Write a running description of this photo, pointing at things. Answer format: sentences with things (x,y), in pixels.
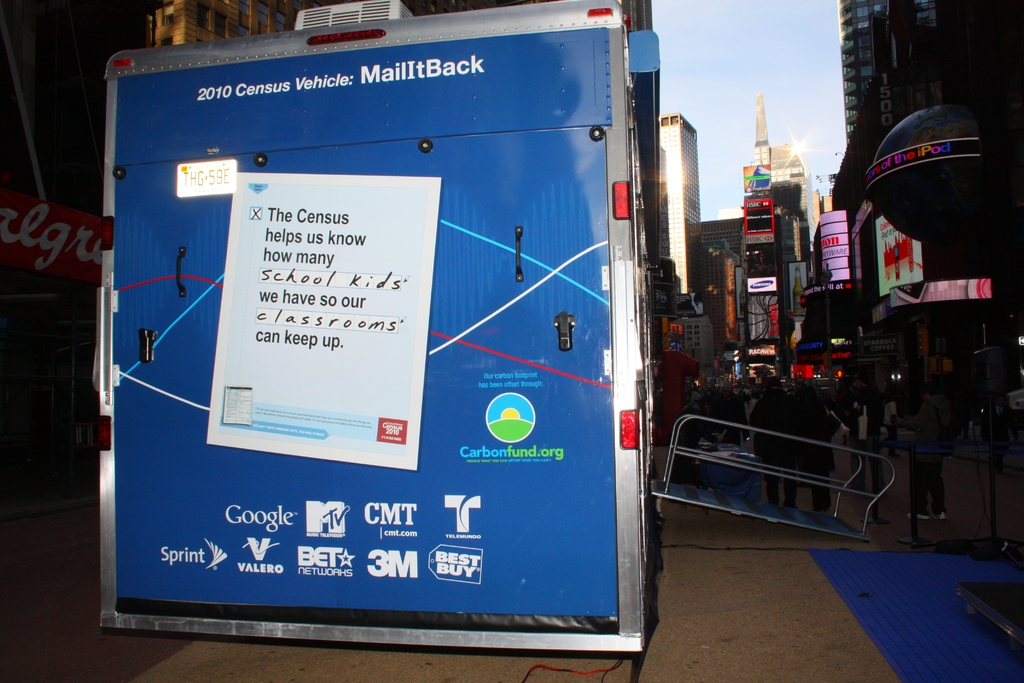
This looks like a van (580,314). I can see a poster (346,319), which is attached to the van (477,351). There are group of people (843,400) standing. These are the buildings (789,179) with the name boards (823,235). I think this is board (739,512) with holders (865,527).
